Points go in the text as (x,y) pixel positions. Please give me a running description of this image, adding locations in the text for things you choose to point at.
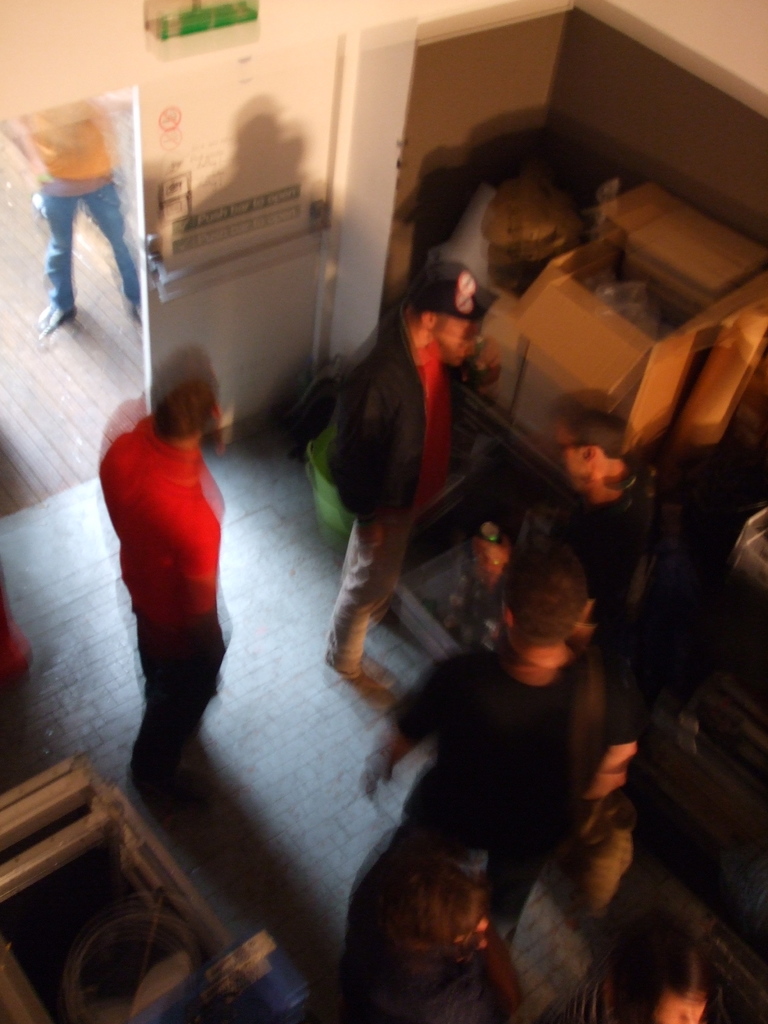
In this image, we can see people (561,450) standing and in the background (611,371), we can see some boxes (618,362), some wood (76,790) and there is a door (170,265).
